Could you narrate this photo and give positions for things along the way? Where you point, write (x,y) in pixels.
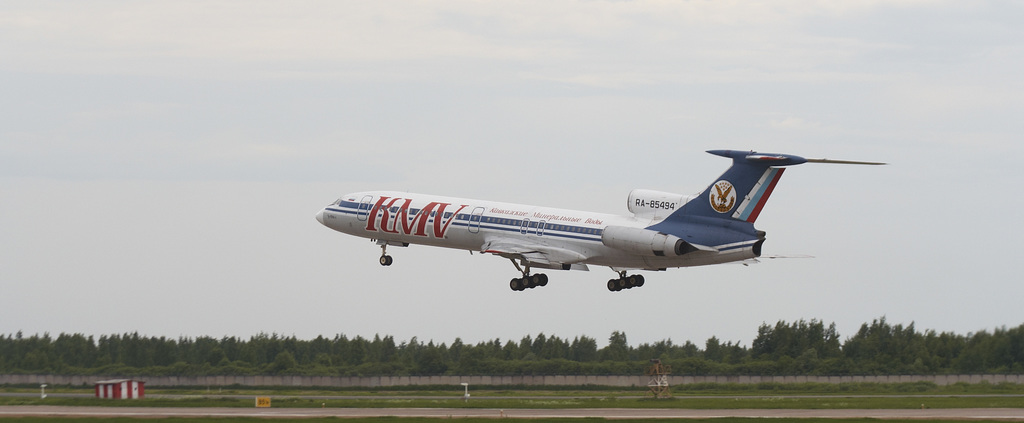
In the center of the image (421,226) we can see an airplane (718,203) is flying in the sky (847,228). At the bottom of the image (1023,349) we can see the trees (512,350), wall (280,379), shed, board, poles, grass (602,393) and road (258,396). At the top of the image (641,58) we can see the sky (471,186).
